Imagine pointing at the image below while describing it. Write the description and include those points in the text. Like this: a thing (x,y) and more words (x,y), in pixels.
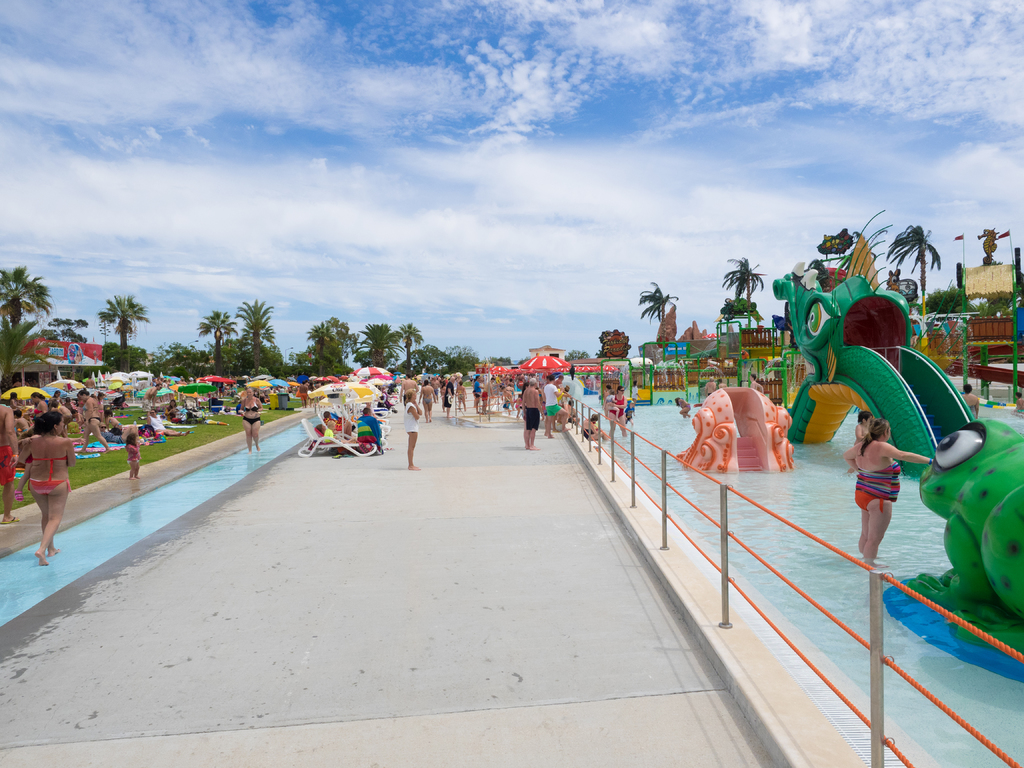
In this image there is a road (525,486) where so many people (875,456) are standing and some are sitting on the benches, on the left side (115,464) there is a grass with so many other things (34,392) and on the right side (770,408) there is a pool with some rides (811,425), behind them there are so many trees (374,359).
